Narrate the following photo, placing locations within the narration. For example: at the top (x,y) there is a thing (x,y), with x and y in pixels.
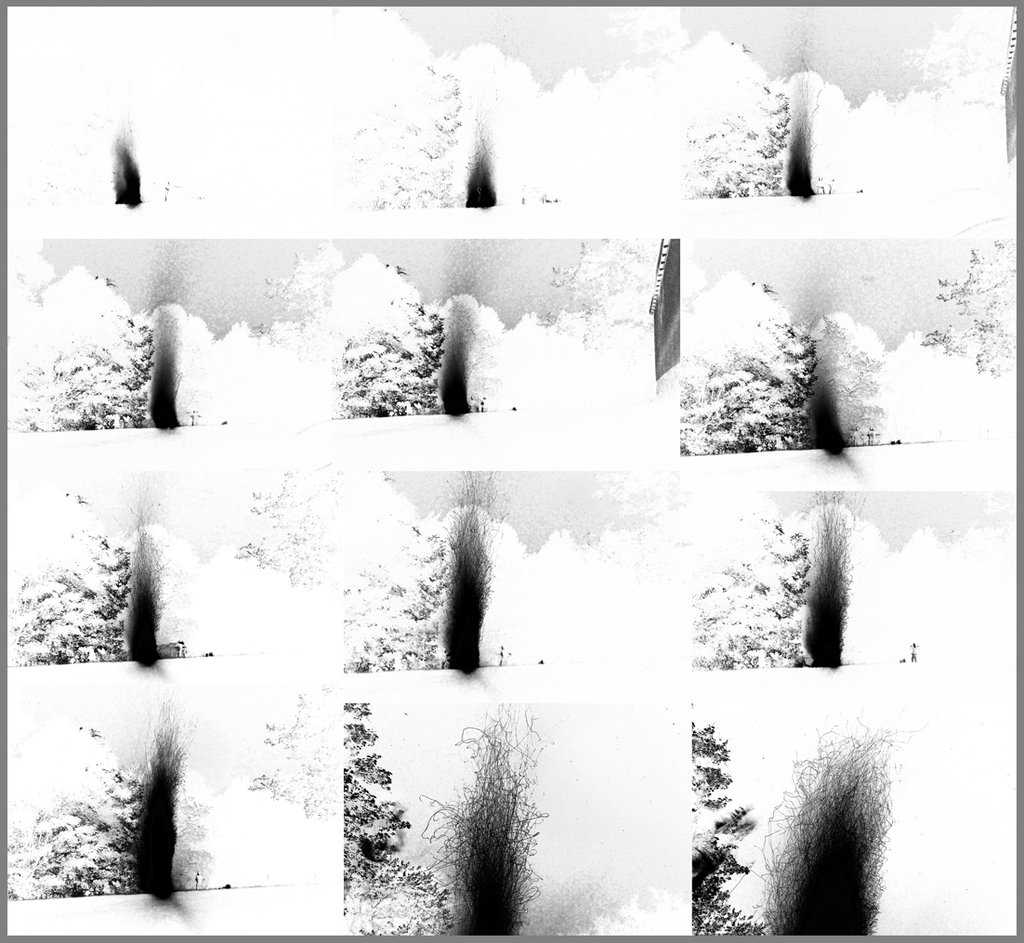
A collage pictures. In these pictures we can see trees (416,346).
